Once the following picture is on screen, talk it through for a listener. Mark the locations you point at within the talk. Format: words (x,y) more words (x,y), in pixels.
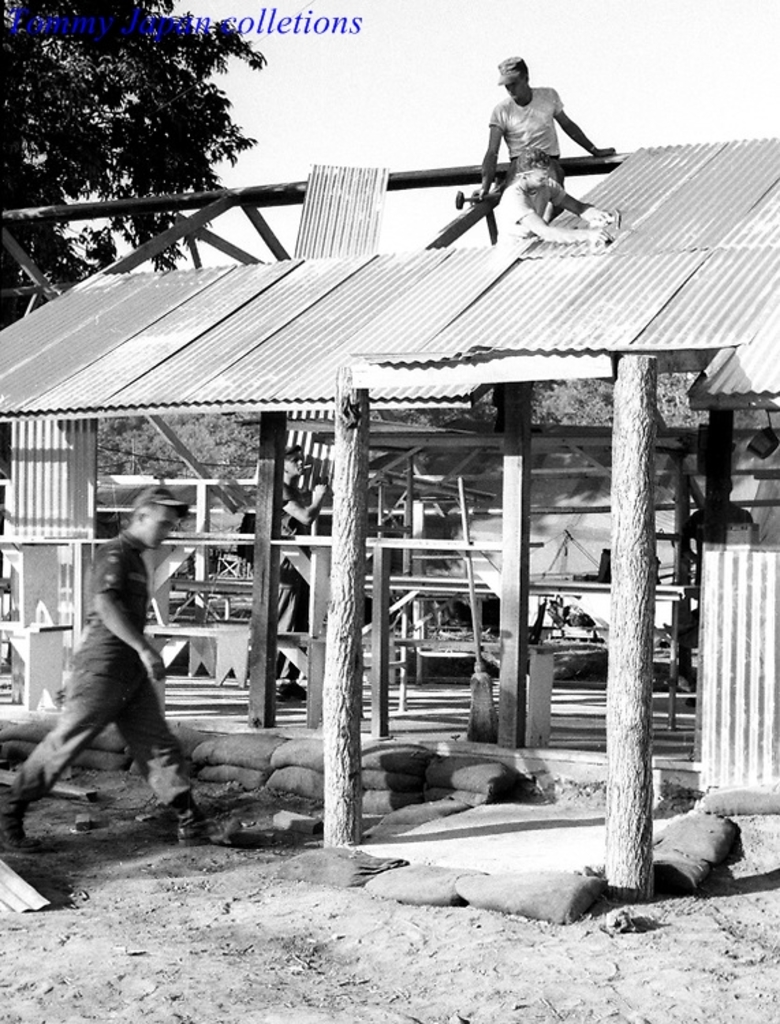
In this image there is a shelter (442,726) and there are persons (544,166) working and there is a man (93,705) walking. There are wooden pillars (380,709) and in the background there are trees (464,423) and there are bags (292,781) on the ground (477,858).
